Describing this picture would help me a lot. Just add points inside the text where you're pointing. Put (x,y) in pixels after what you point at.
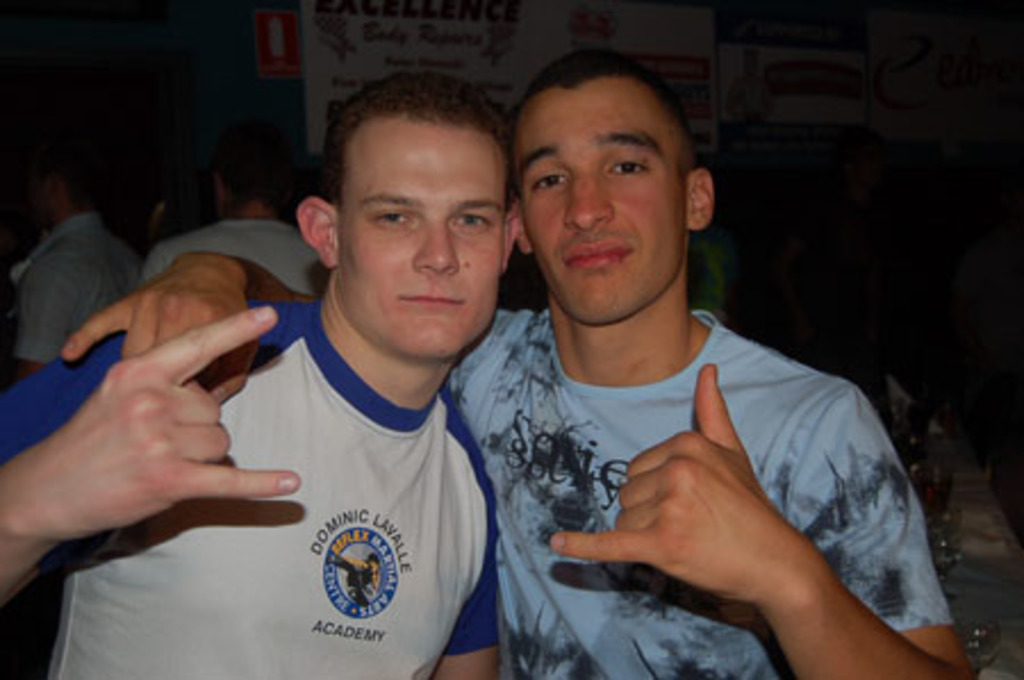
In this image there are two men (511,539) posing for a photograph, in the background (77,261) there are people (77,247) standing.
